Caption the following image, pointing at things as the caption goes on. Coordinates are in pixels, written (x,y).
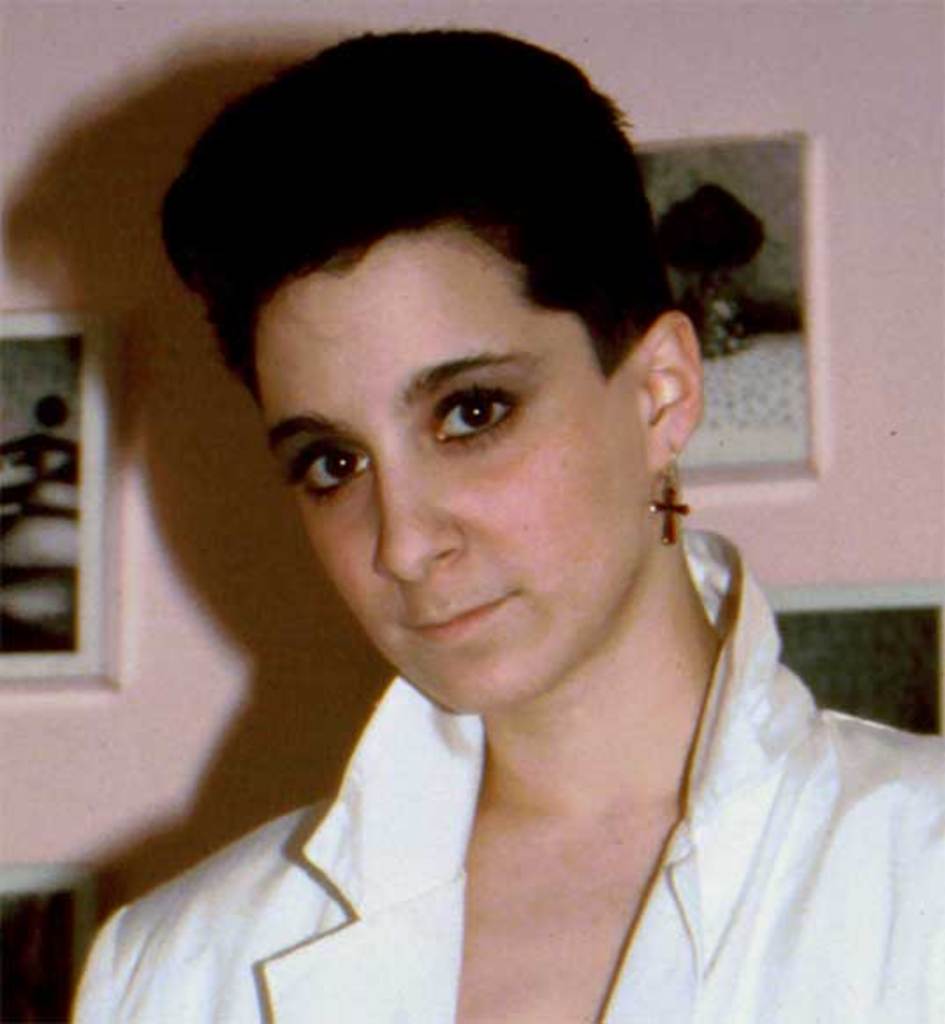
In this picture I can see a woman (517,716) in front (576,622) and I see that she is wearing white color dress (340,883). In the background (4,740) I see the wall (236,438), on which I see a photo frame (9,643) on the left side of this image (82,395) and I see a thing (745,448) on the right side of this image (702,275).
